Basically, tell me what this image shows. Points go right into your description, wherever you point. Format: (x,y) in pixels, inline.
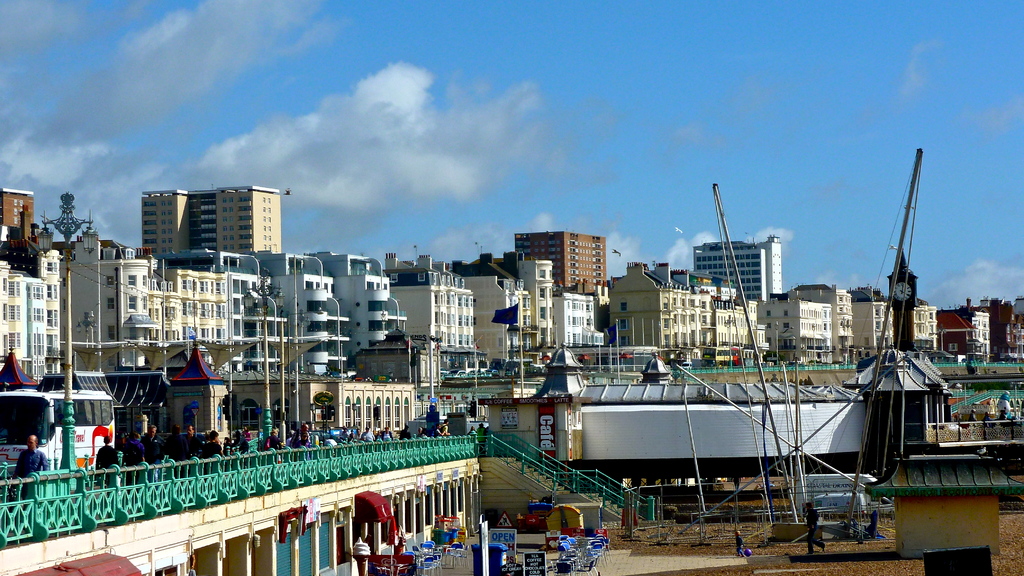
In this image there are few buildings (376,332), vehicles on the road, few people (218,445) on the bridge (396,455), stairs (507,443), a few tables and chairs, few poles (618,361) and some clouds (541,160) in the sky (505,109).
